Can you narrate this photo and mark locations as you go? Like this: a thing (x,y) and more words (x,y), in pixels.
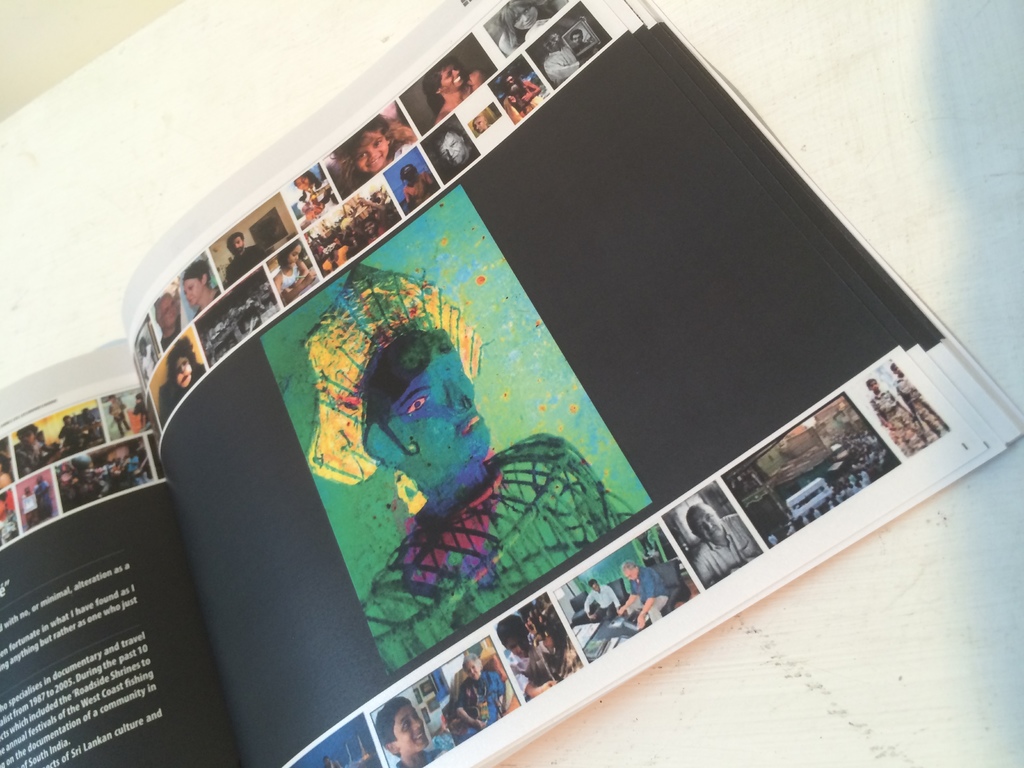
In this image we can see the book (373,583). There are many photos (546,626) printed on the pages (660,507) of the book (451,389). There is a painting (473,415) in the image. There is a some text (95,671) at the left side of the book (117,658).
